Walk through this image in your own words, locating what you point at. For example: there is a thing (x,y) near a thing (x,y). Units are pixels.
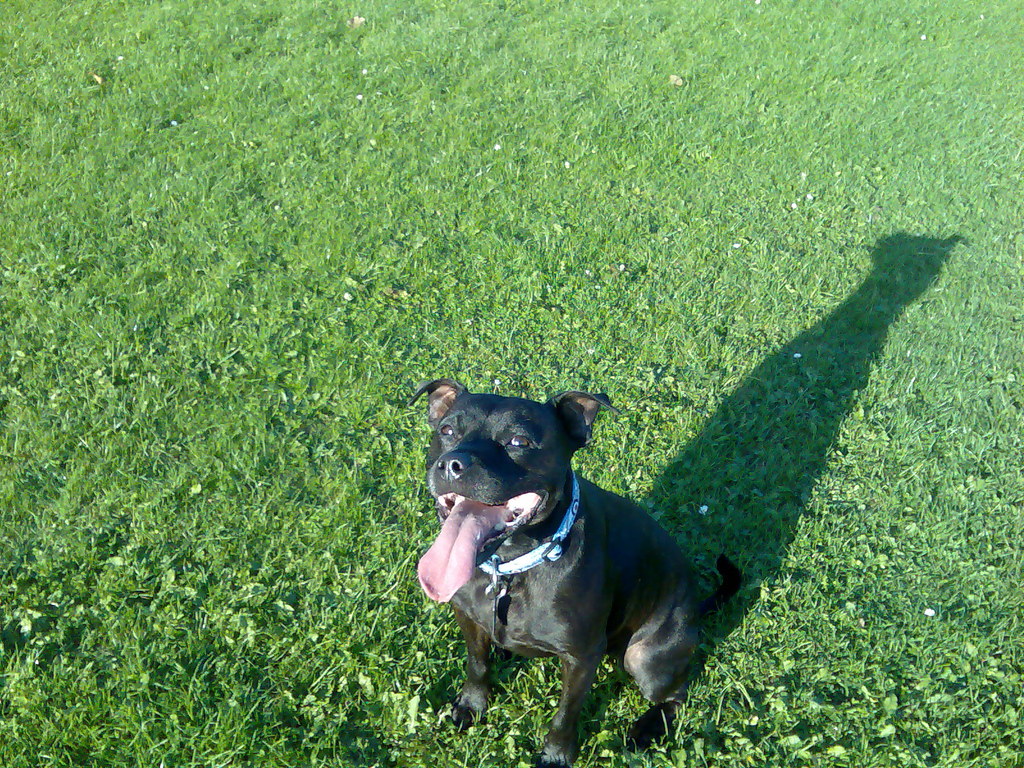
In the foreground of the picture (557,616) there is a dog (503,472) and there is grass (148,681) also. Towards right (842,332) we can see the shadow (849,367) of the dog (475,463). At the top (555,123) there is grass (481,100).
